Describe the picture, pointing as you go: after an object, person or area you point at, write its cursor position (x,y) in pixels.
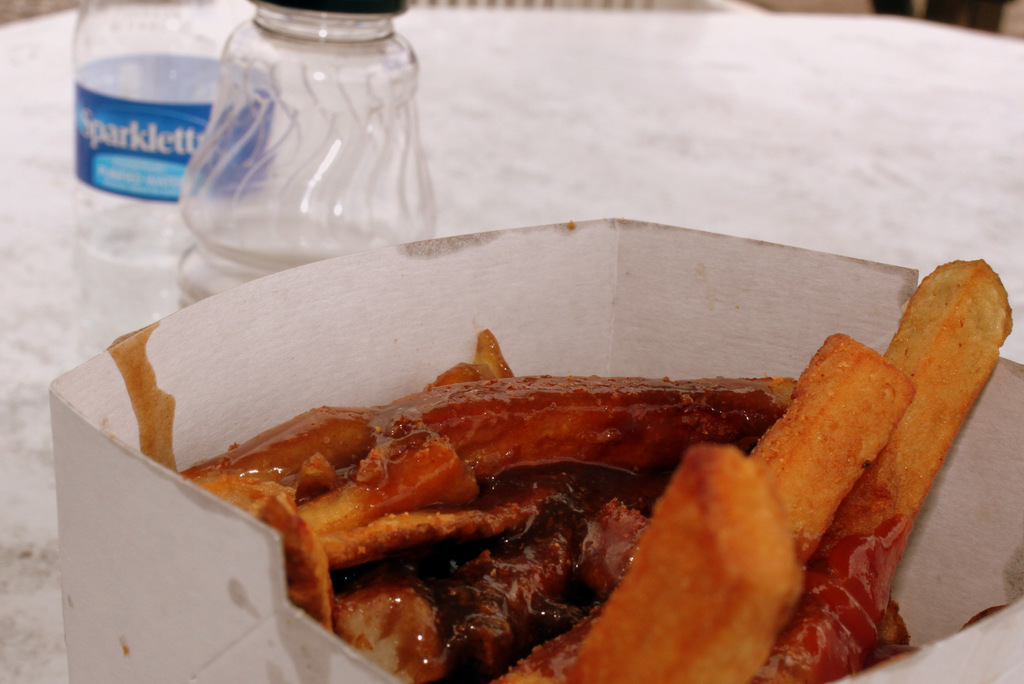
This image contains a box (280,403) in which french fries (685,492) and sauce (459,576) are placed. Beside that, we see jar (263,126) and a water bottle (121,140) which are placed on table (678,119).
